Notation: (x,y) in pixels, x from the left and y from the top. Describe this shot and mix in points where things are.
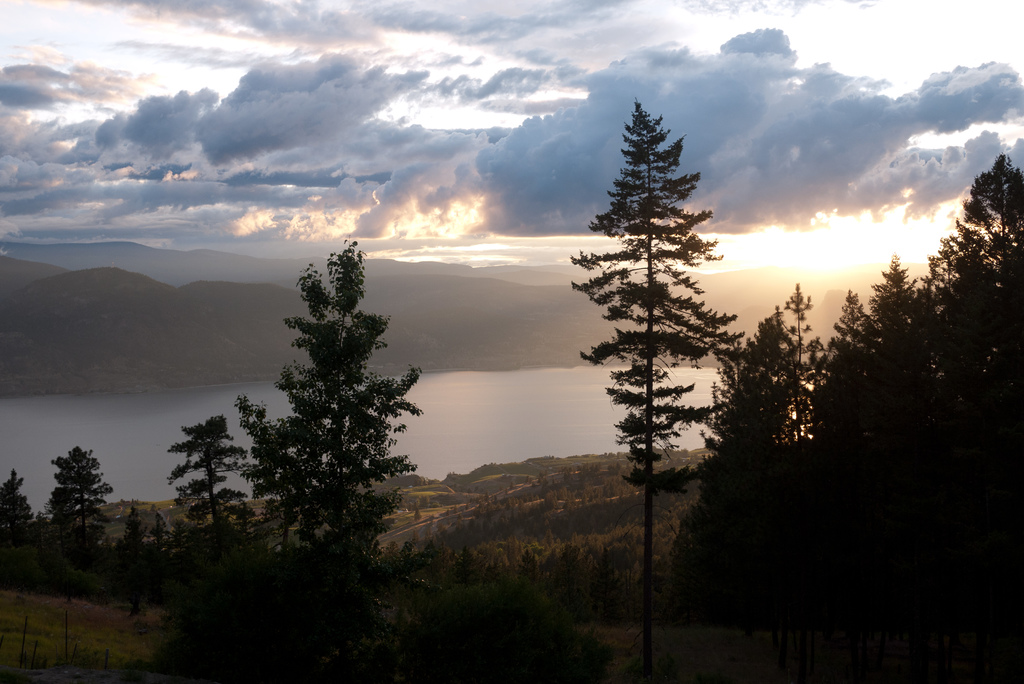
In this image there are trees (364,523), lake (425,420), in the background (176,359) there are mountains (467,274) and the sky (495,171).
